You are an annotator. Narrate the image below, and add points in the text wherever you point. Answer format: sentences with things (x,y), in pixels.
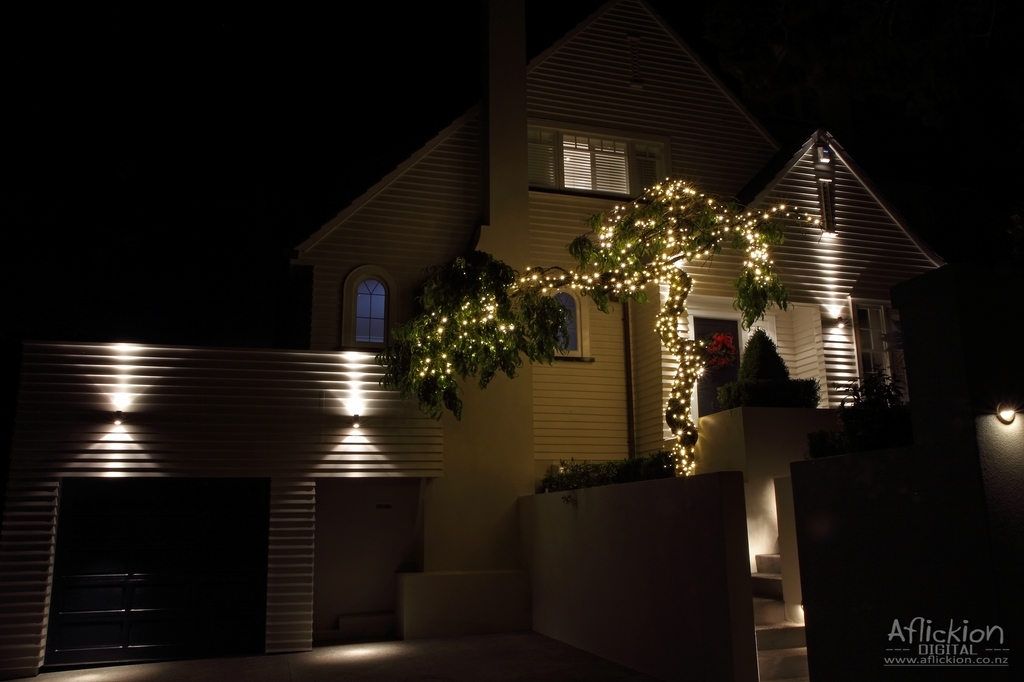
In the image we can see a house (374,349) and these are the windows (575,167) of the house (594,322). We can even see plant (522,305), lights (672,255) and the sky (382,38) is dark. On the right bottom (943,645) we can see watermark (961,632).
